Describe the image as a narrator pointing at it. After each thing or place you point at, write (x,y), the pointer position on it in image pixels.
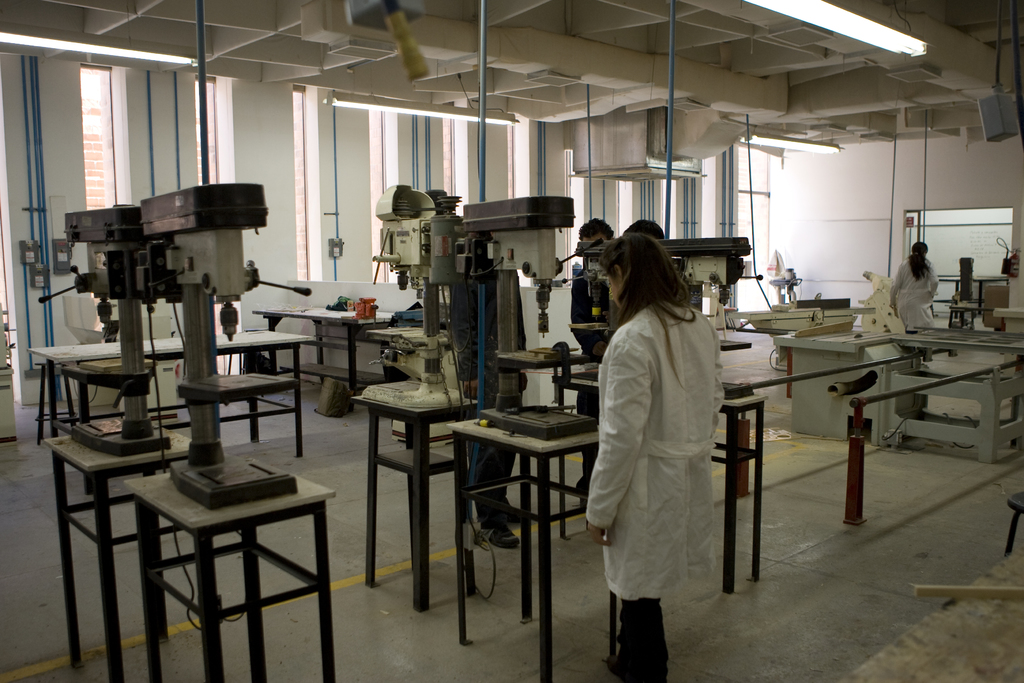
Here we can see a person (621,366) standing on the floor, and here are many machines (412,188) placed, and here is the wall (690,228), and here is the board (976,233).
